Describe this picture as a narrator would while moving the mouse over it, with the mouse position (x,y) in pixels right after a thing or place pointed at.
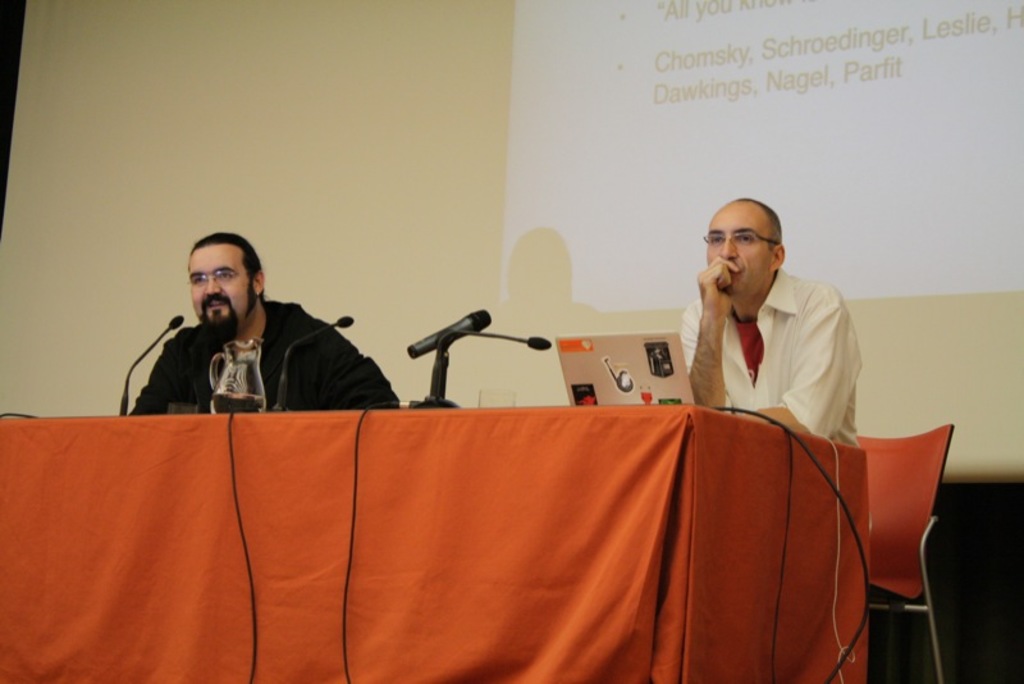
In this image we can see two persons (787,331) are sitting on a chair (885,513). A laptop (603,387) and microphones (442,347) are placed on the table (428,412). There is a projector screen (581,189) in the image.
